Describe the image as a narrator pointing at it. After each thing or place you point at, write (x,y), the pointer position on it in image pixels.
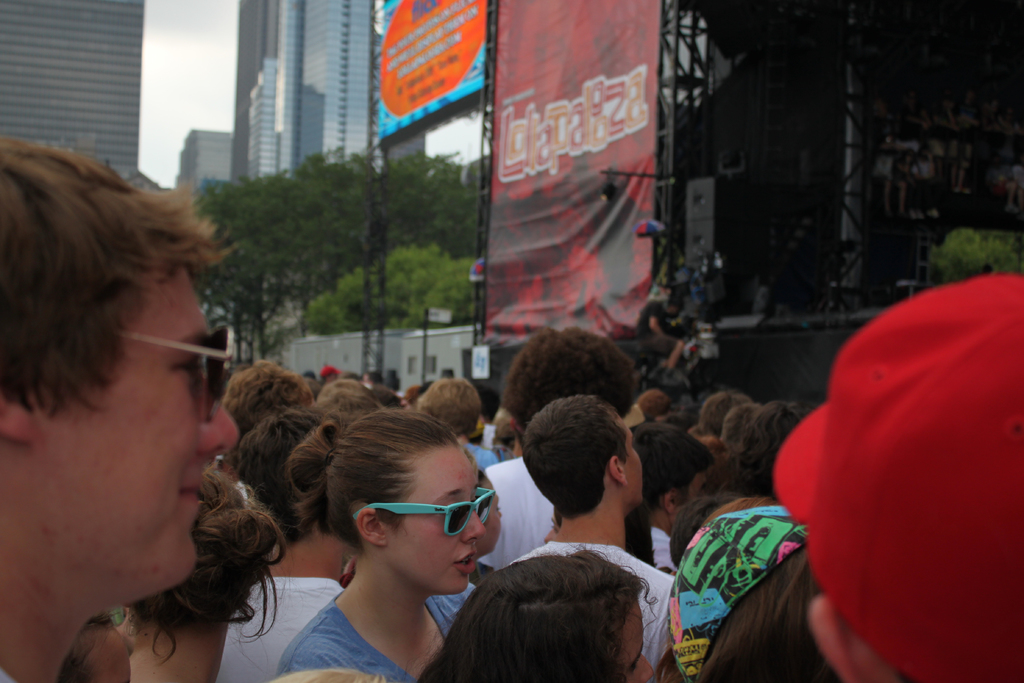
To the bottom of the image (615,537) there are many people (334,431) standing. In the background (318,130) there are many trees (318,304), buildings (310,138), rods (378,90) with posters (499,223) and also there are speakers (685,227).
